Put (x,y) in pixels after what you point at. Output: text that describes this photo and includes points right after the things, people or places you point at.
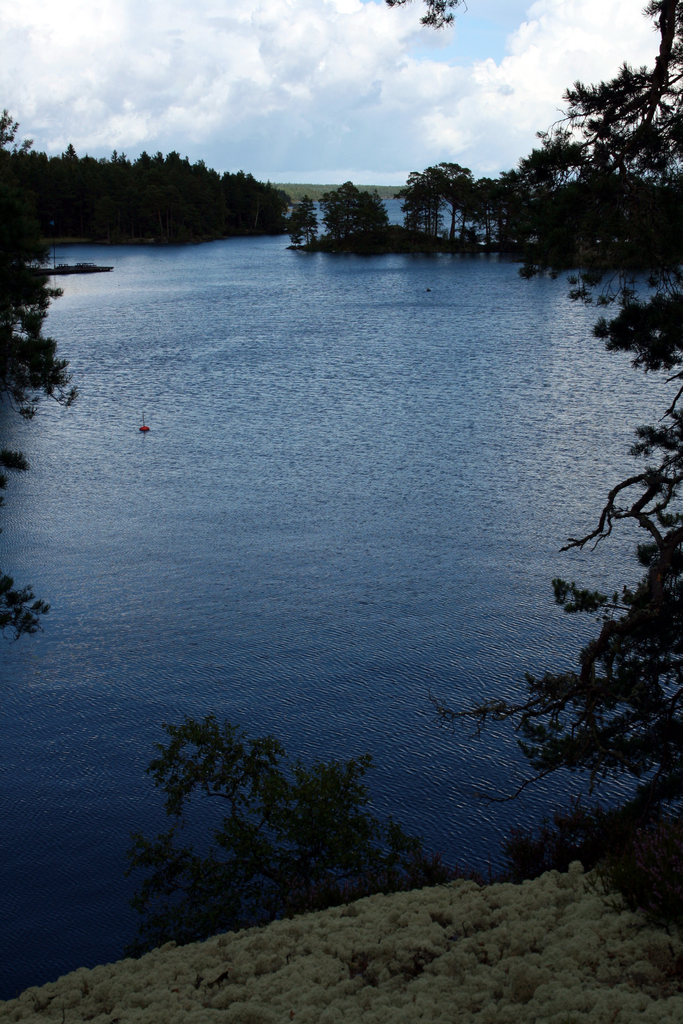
Here in this picture we can see water (264,285) present over a place and on the ground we can see grass (226,1020), plants (675,837) and trees (663,209) covered and we can see clouds (329,173) in the sky (430,88).
